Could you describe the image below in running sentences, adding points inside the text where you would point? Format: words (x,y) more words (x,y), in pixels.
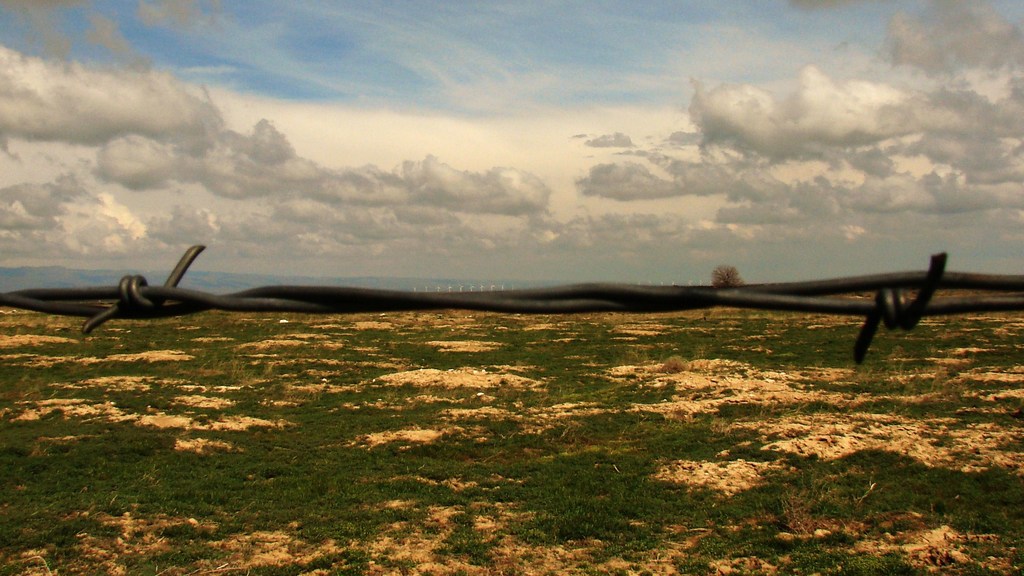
In this image, we can see a metal wire (513,303). Background (923,331) we can see grass (796,323), tree (735,270). Top of the image (382,110), there is a cloudy sky (366,175).
